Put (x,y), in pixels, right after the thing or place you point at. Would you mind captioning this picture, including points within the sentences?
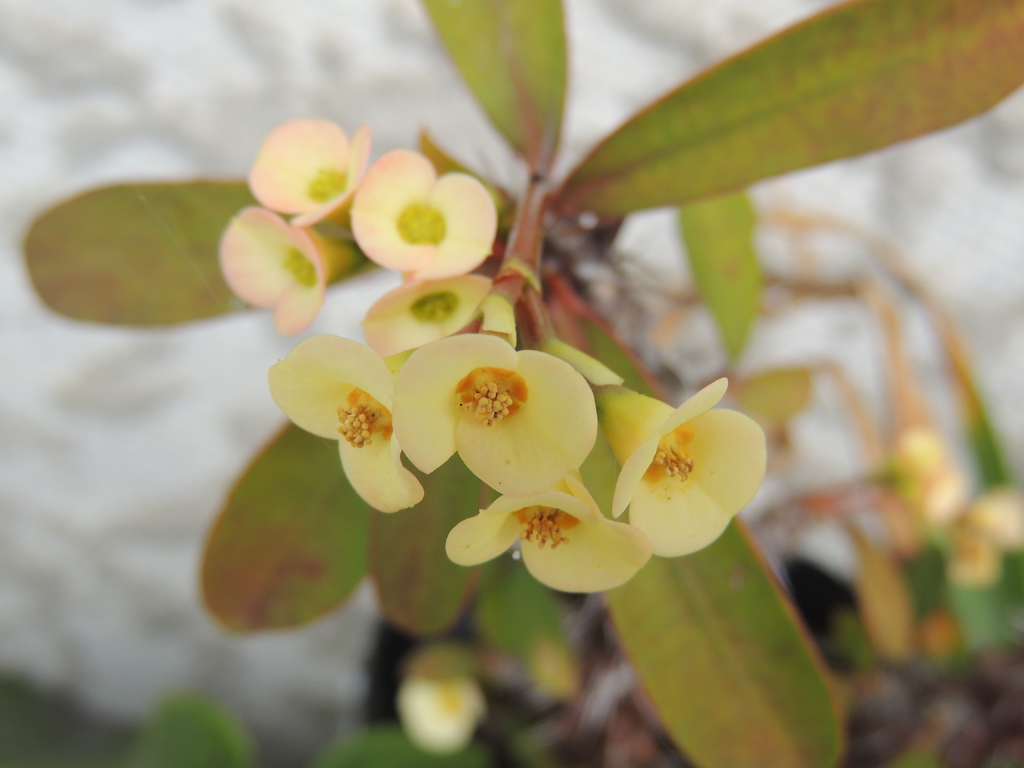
In this picture I can see there are some flowers (407,343) there is a plant (517,361) and there are some leaves (629,605) here.
